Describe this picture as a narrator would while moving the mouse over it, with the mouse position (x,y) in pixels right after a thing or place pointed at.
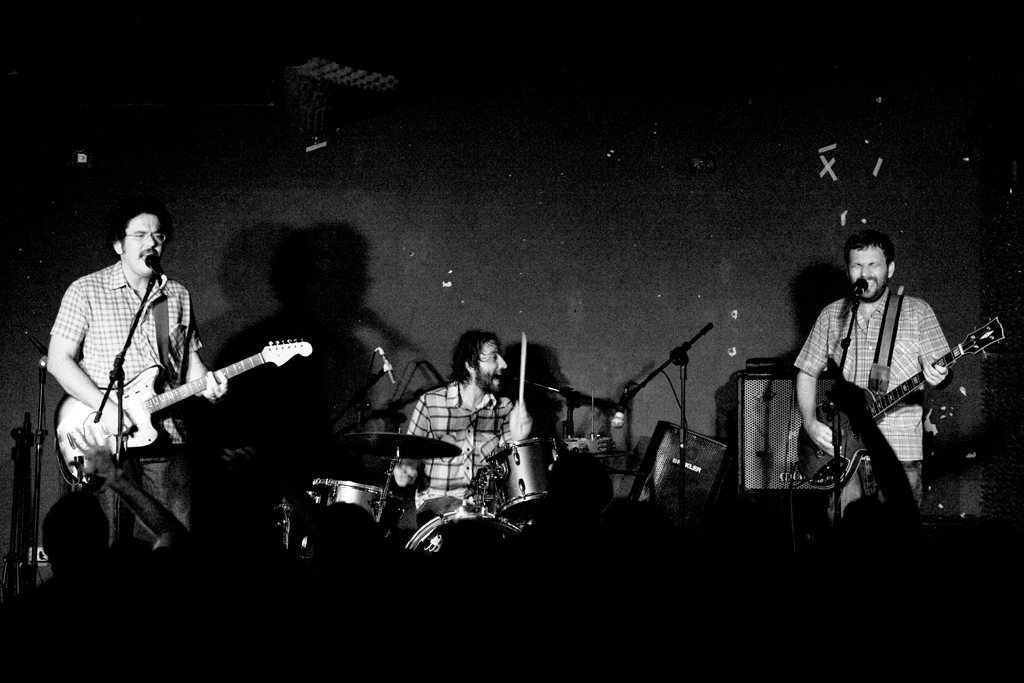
In the image few people (104,301) are playing some musical instruments (135,408) and there are some microphones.
